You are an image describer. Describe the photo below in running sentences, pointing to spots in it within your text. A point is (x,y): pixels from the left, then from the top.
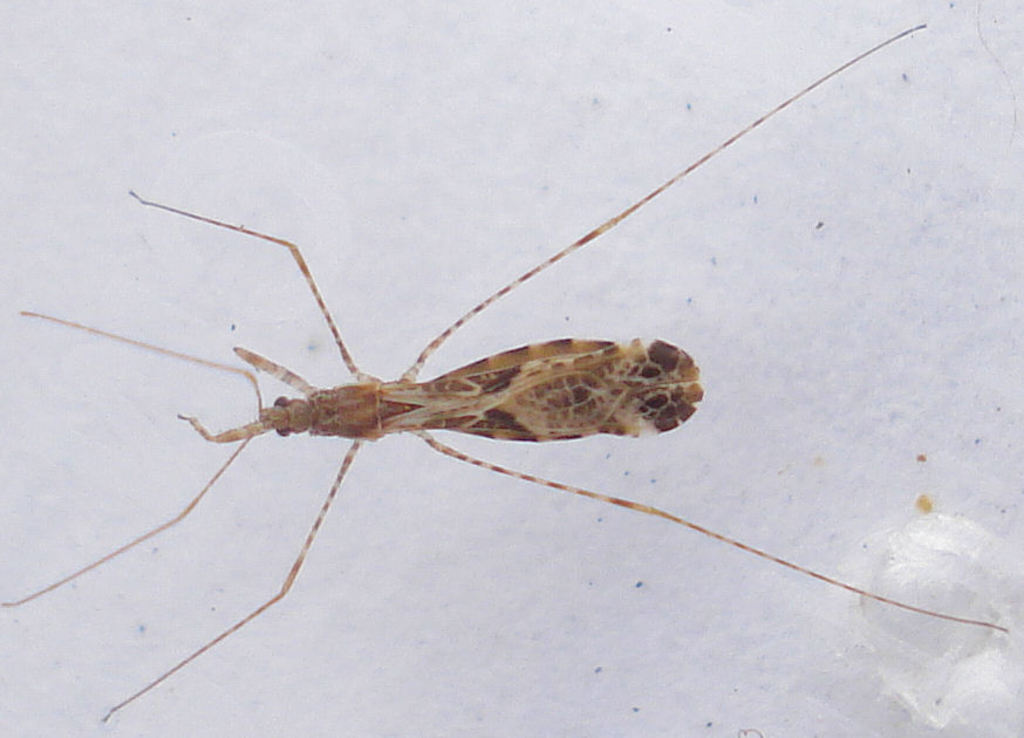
There is an insect (492,384) having legs (305,385) and eyes (286,432) on a white colored surface (77,420). And the background (541,653) is white in color.
